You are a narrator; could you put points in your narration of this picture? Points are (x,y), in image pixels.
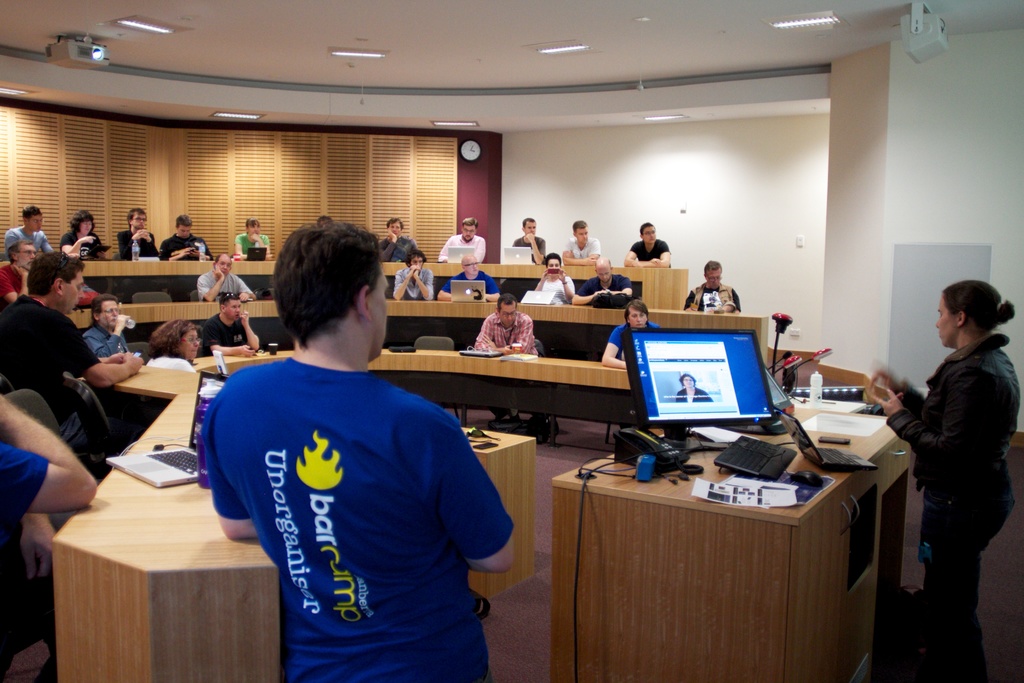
This image is clicked inside a room (331,403). In the middle (348,349) there is a man (346,397) he wear blue t shirt (357,537), in front of him there is a table (705,511) on that there is a laptop (840,456), keyboard (747,463), telephone (630,450), paper (737,485) and monitor (703,422). On the right (978,482) there is a woman (993,443) she wear black jacket (957,417) and trouser (953,625). On the left (54,346) there are many people (57,444). In the background (445,286) there are many people (188,332) sitting on the chairs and there is wall (509,209), pillar (470,211), projector (98,48), light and clock (472,152).
